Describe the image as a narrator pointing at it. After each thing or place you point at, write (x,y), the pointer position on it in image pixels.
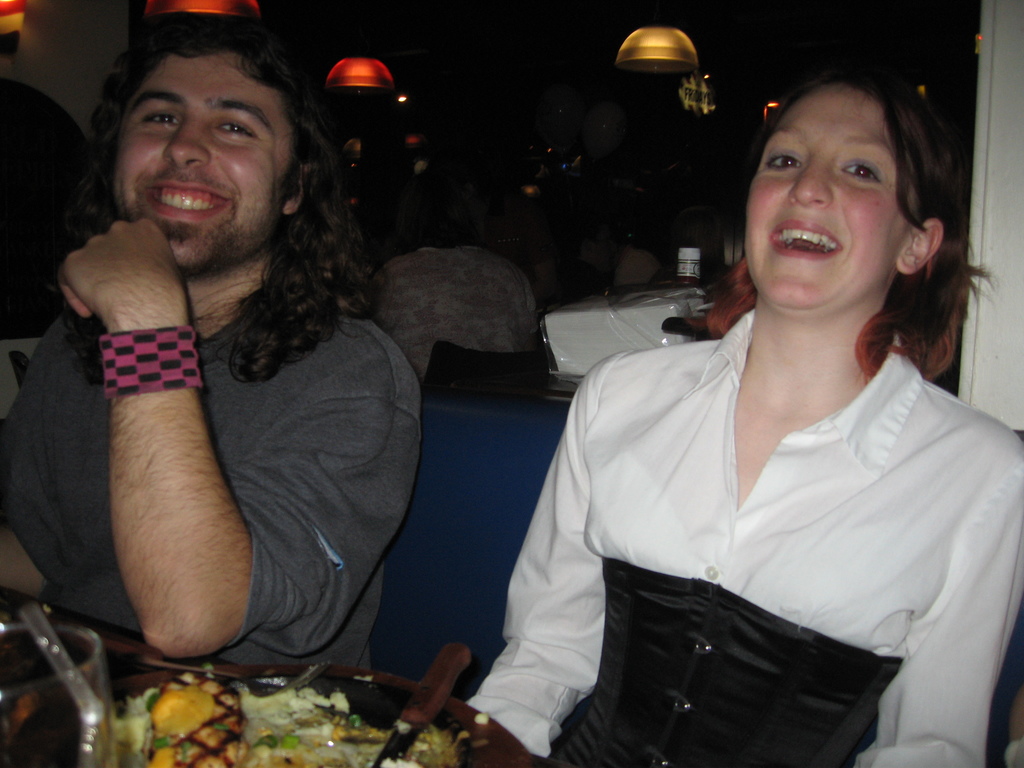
In this picture we can see a woman (781,557) and a man (145,150) sitting and smiling and in front of them we can see a glass (100,680), fork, knife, plate (361,708) with food (225,718) on it and these all are placed on a table (23,611) and at the back of them we can see a bottle (697,251), some people (473,231), lights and some objects (668,295) and in the background (691,26) it is dark.
